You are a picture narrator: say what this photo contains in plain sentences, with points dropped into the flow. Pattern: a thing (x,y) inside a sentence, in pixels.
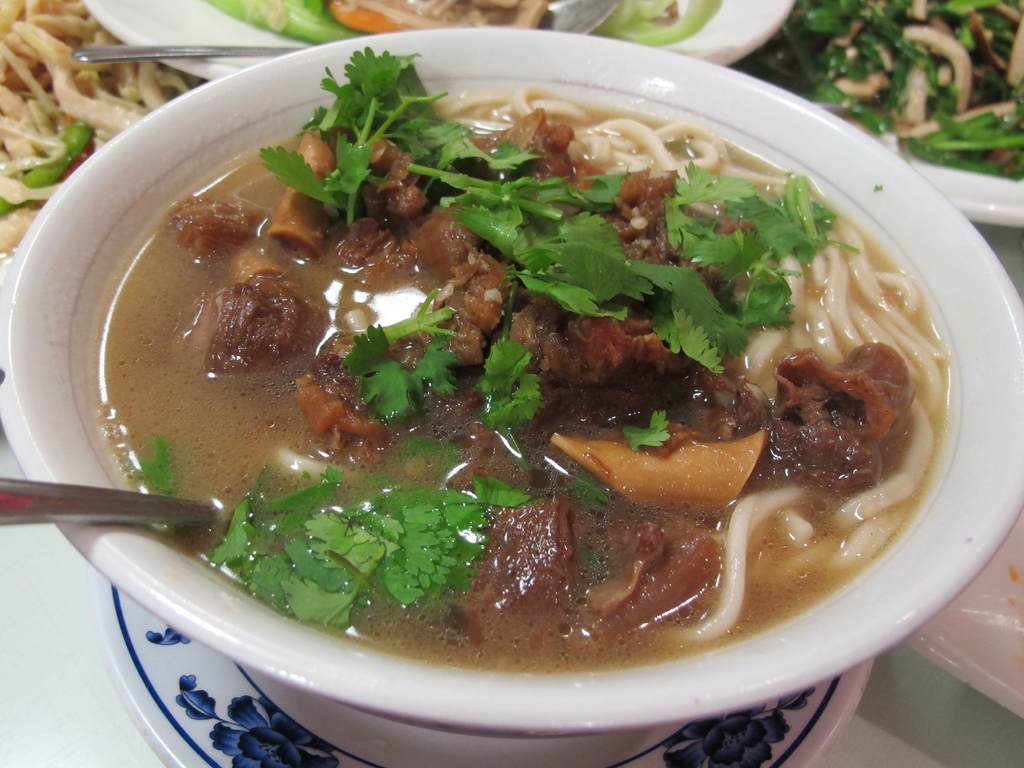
In a given image I can see a bowl (893,579) filled with some food item (341,498).
